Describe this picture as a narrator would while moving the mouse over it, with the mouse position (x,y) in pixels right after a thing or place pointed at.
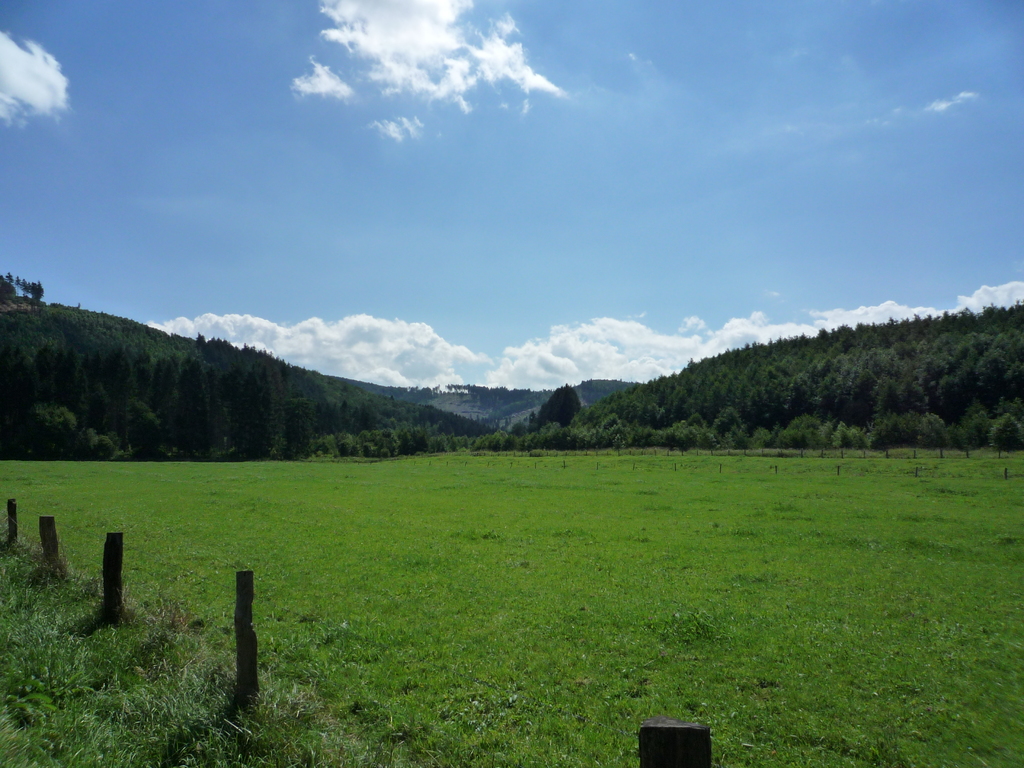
This picture consists of a hill (89,345) view and at the top (540,164) I can see the sky (832,163) and in the middle (427,420) I can see the hill (390,397) and trees (241,435) and on the floor (230,468) I can see grass (491,518), in the bottom left (46,538) I can see wooden poles (241,648).
